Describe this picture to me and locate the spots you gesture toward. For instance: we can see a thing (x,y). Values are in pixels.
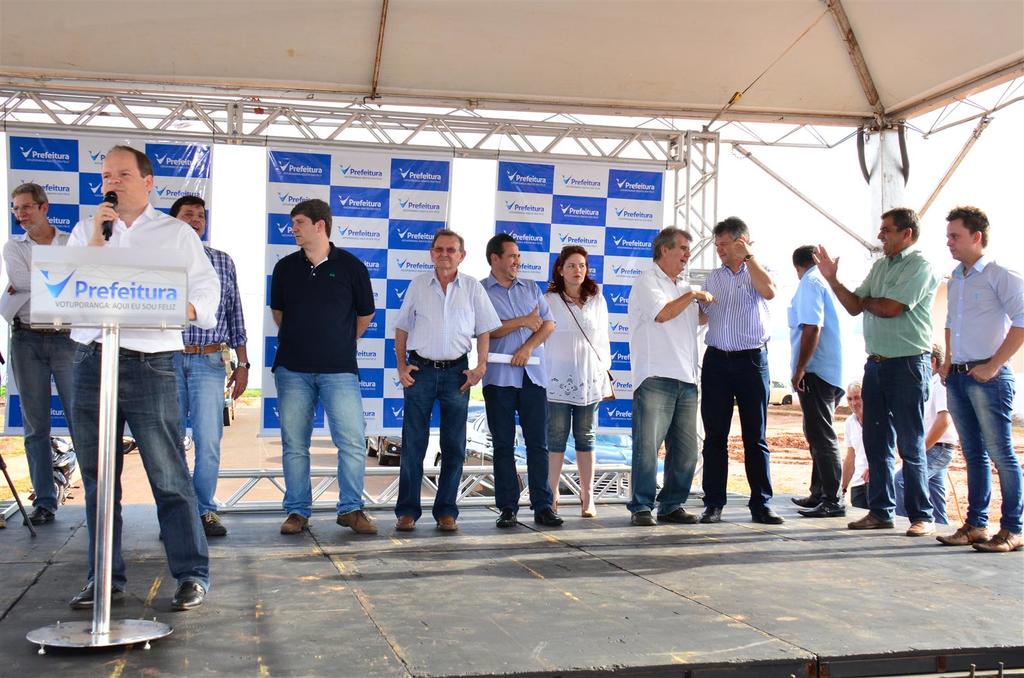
In the image we can see many people (649,331) standing, wearing clothes (360,431) and shoes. This is a podium (106,408), microphone (105,221), floor (512,598), poster (416,214), pole (881,135) and a sky (861,181). We can even see grass (254,394), this is a sand (791,423) and a vehicle (780,401).
